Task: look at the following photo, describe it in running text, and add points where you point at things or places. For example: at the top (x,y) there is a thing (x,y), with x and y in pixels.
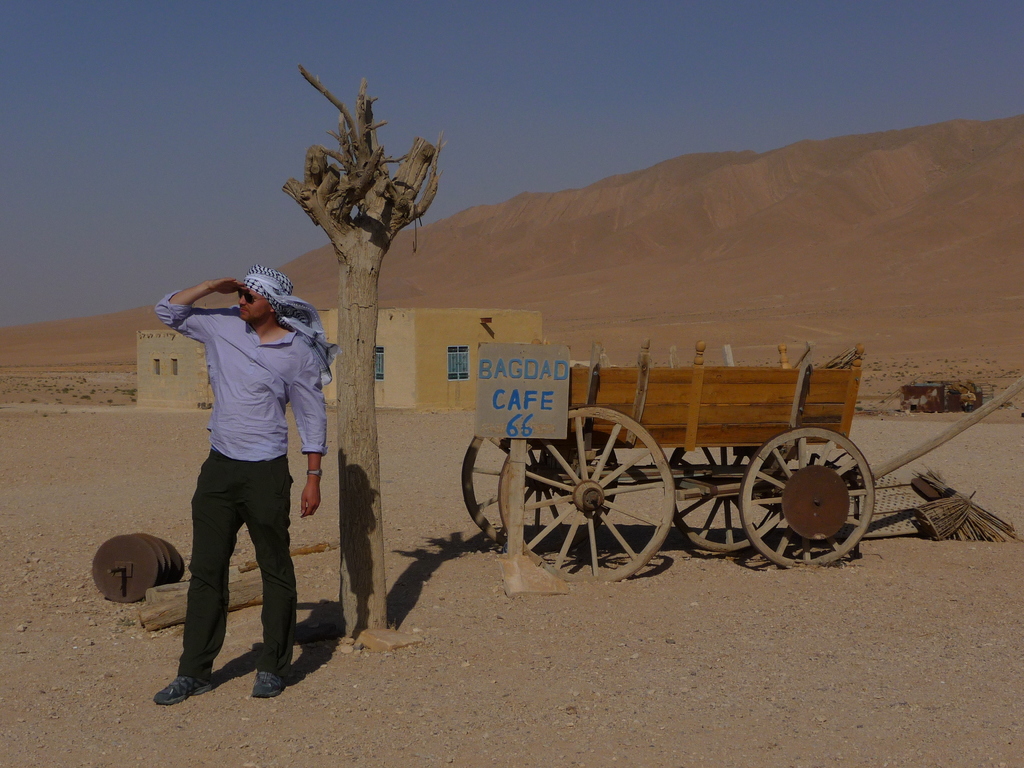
There is a person (292,343) wearing goggles (249,299) and scarf (257,289) on the head (257,289) is standing. Near to him there is a tree (347,284). Also there is a board (487,411) with pole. And there is a cart (717,426). In the background (460,314) there is building (469,327) and sky (151,148).
